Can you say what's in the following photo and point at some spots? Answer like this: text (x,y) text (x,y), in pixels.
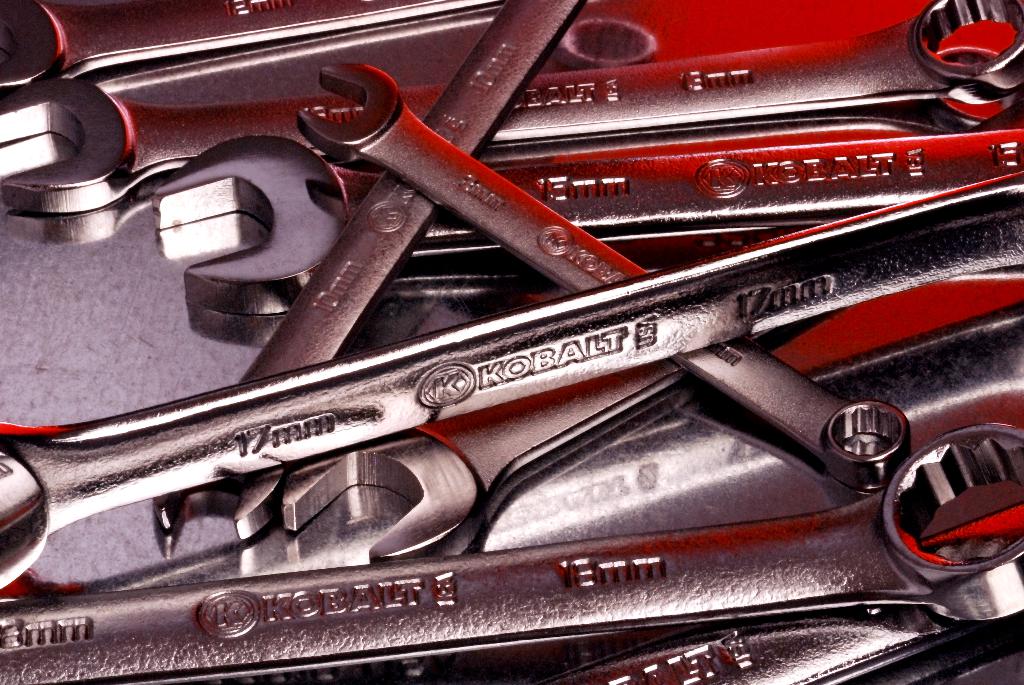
In this image we can see many nut wrenches (376,603) placed on the surface (163,317).
